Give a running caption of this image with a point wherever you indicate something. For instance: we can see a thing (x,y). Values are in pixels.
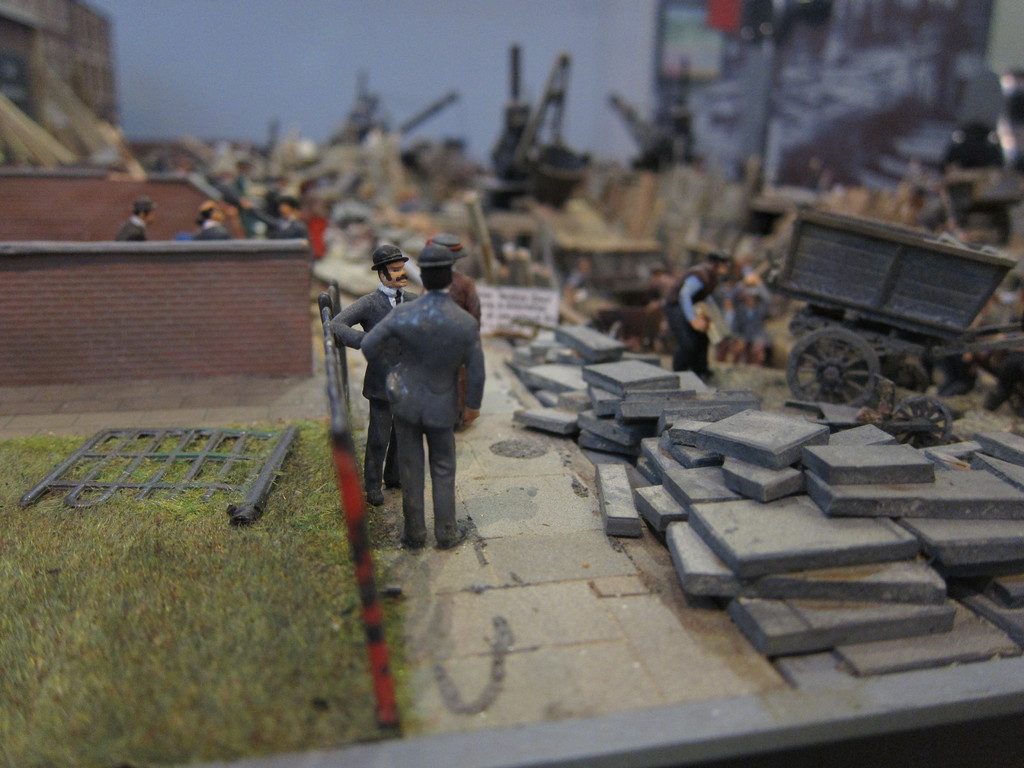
This image is depiction of some persons (387,258), cart vehicle (846,301), wall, fence (213,430), grass (216,573) and some other objects (545,206).
